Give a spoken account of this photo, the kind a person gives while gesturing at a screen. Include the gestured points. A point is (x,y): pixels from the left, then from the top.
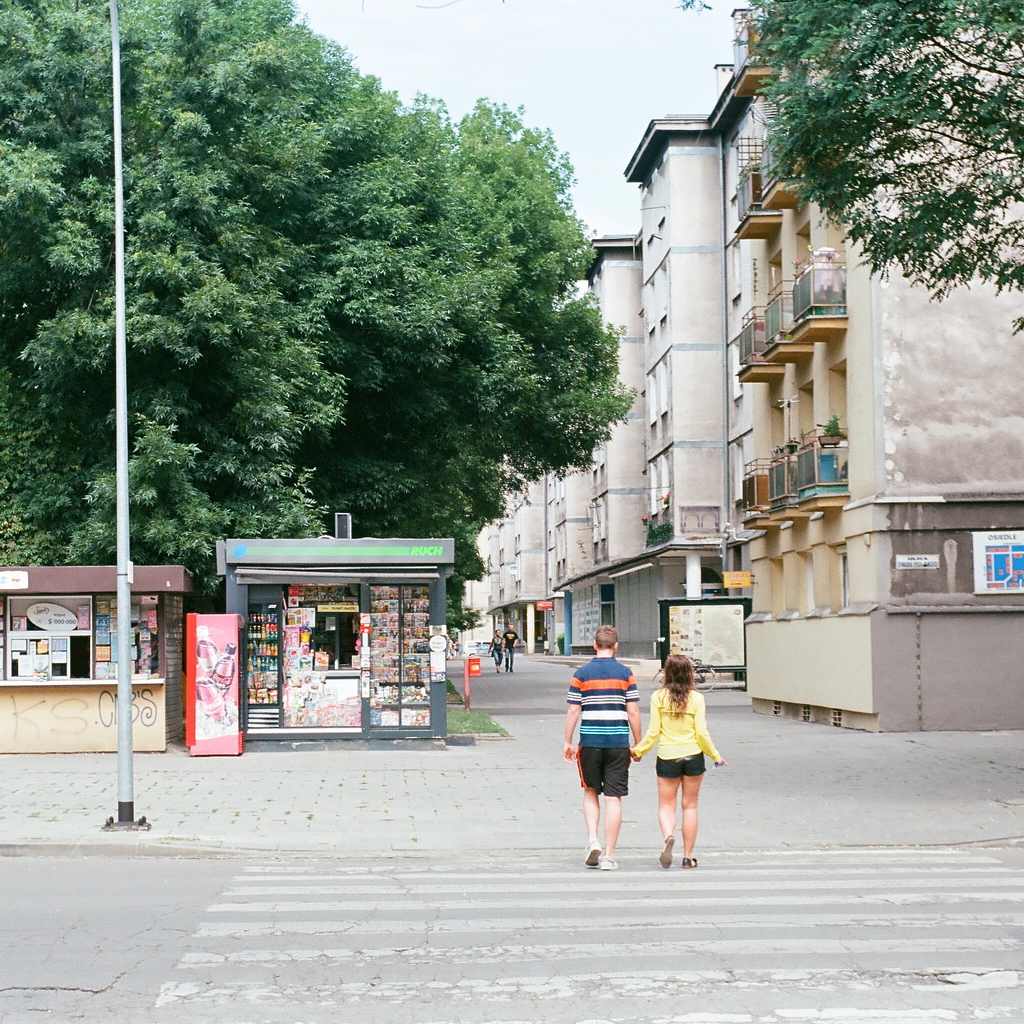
This image is taken outdoors. At the bottom of the image (471,919) there is a road (422,921) and a sidewalk (209,812). In the middle of the image (610,666) a man (612,730) and a woman (675,743) are walking on the road (565,695). On the left side of the image (67,325) there is a tree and two kiosks (158,679) with many things (134,664) and a board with text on it. On the right side of the image (919,715) there are a few buildings (613,523) with walls (713,480), windows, doors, pillars (787,582), balconies (780,473), railings (801,303) and roofs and there is a tree (844,128).
